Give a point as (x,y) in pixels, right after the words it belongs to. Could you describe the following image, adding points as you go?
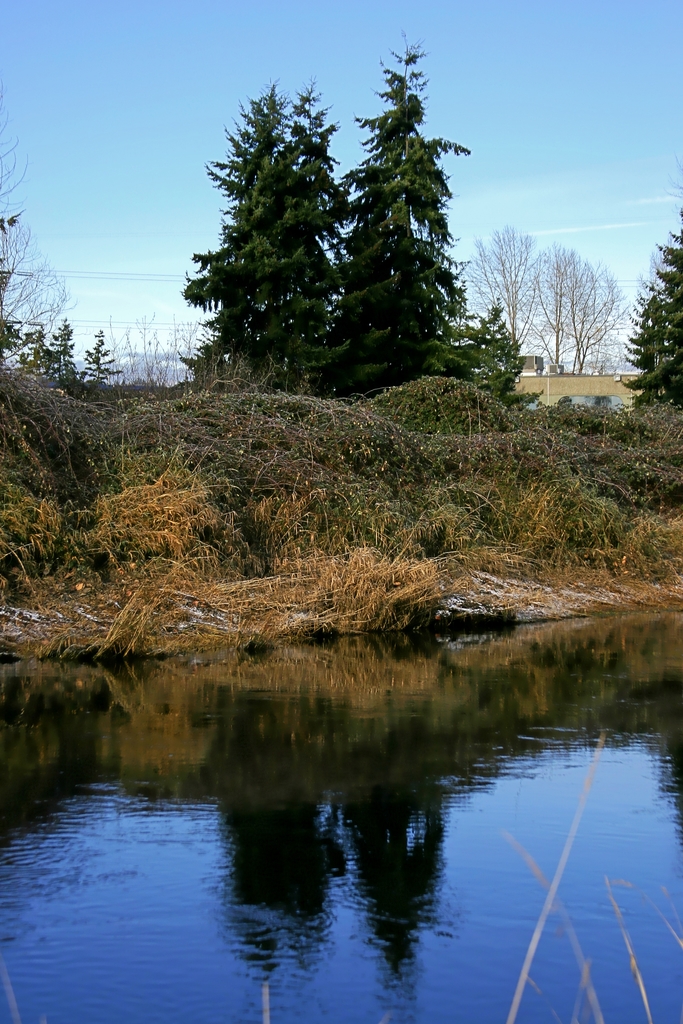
At the bottom of the image (368,816) there is water (334,851). In the center (344,362) there are trees (368,336). In the background (305,36) there is sky (284,17) and we can see wires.
